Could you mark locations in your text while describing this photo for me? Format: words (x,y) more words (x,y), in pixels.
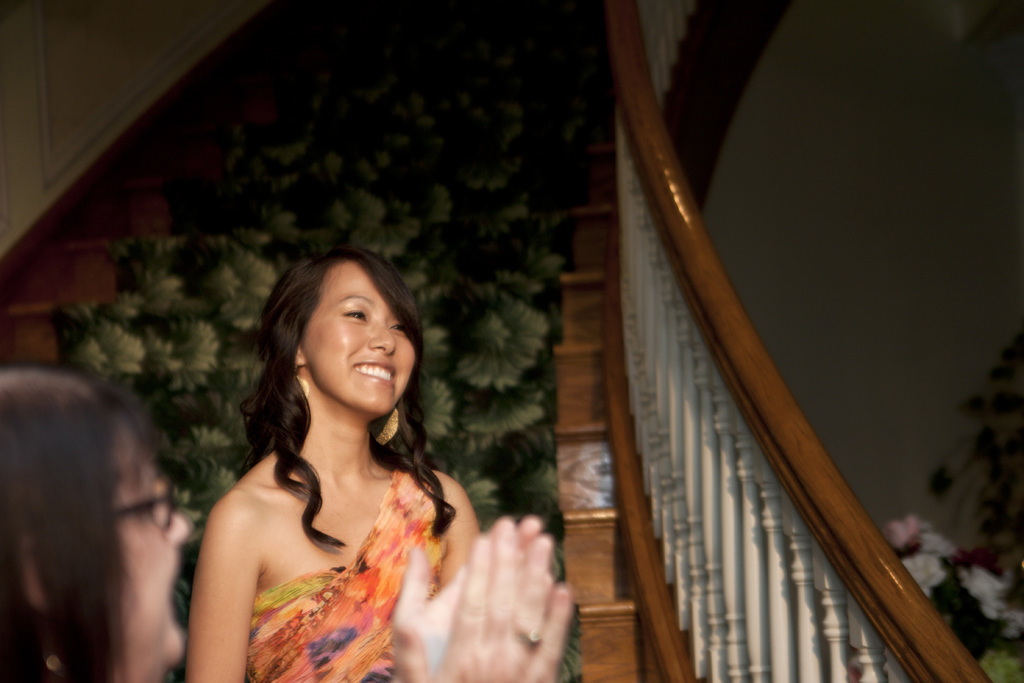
In this image, we can see two persons (413,424) in front of the staircase (641,310). There are plants (499,307) in the middle of the image (394,229). There is a plant (993,612) in the bottom right of the image (980,570).
